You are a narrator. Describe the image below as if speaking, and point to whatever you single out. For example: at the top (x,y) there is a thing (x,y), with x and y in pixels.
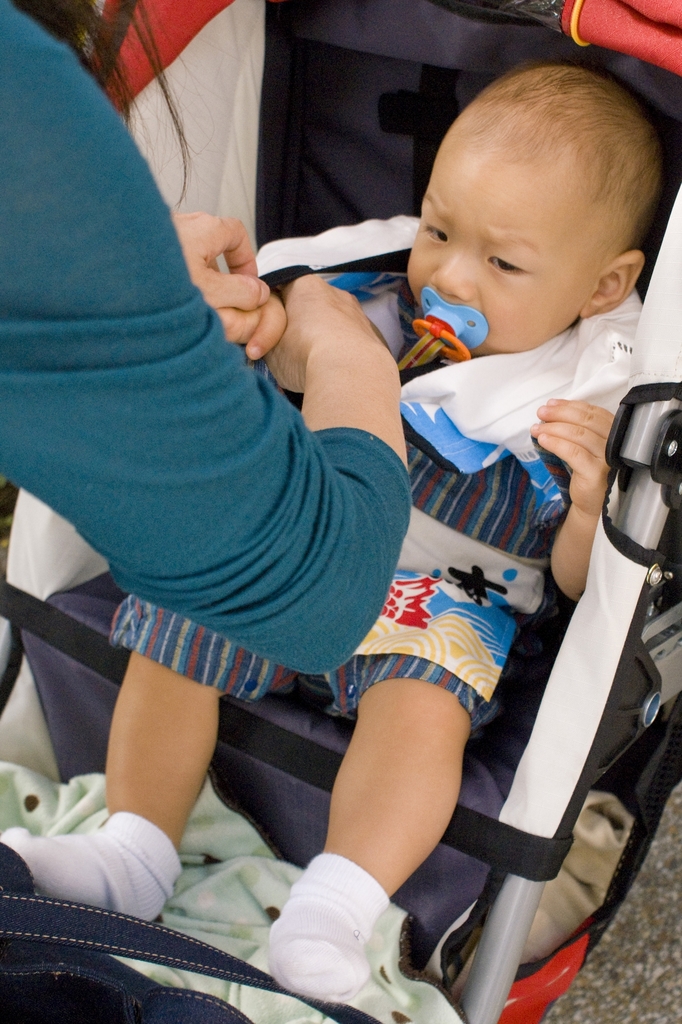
In this image we can see a child (498,347) is sitting on stroller (360,72), wearing blue, white and red color dress (459,516) with white socks (362,909). left side of the image (91,511) one lady (78,375) is standing, she is wearing blue color t-shirt (82,329).
